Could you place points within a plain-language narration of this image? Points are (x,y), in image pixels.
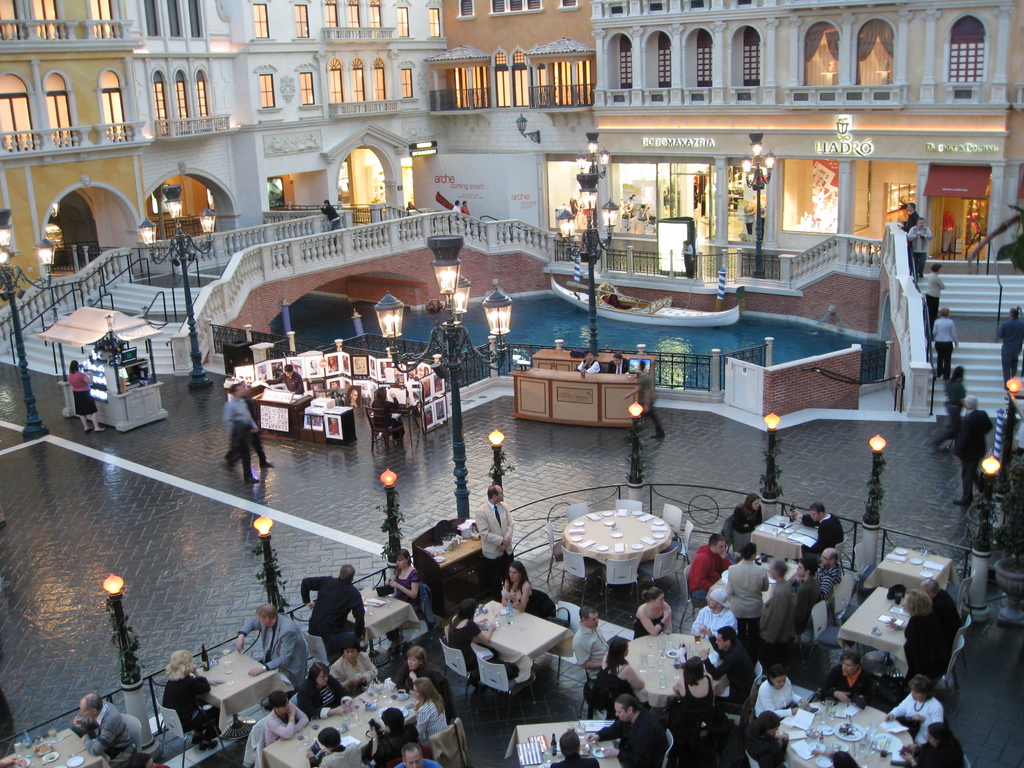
In the image at the bottom (590,644) there are many tables (632,528), chairs (579,573) and people (615,640). In the middle (428,322) there is a light (447,326), pole (460,413), table (293,410) and water (656,341). In the background (741,127) there is a building window (654,198), door (691,188), staircase (979,381) and light (774,162).
